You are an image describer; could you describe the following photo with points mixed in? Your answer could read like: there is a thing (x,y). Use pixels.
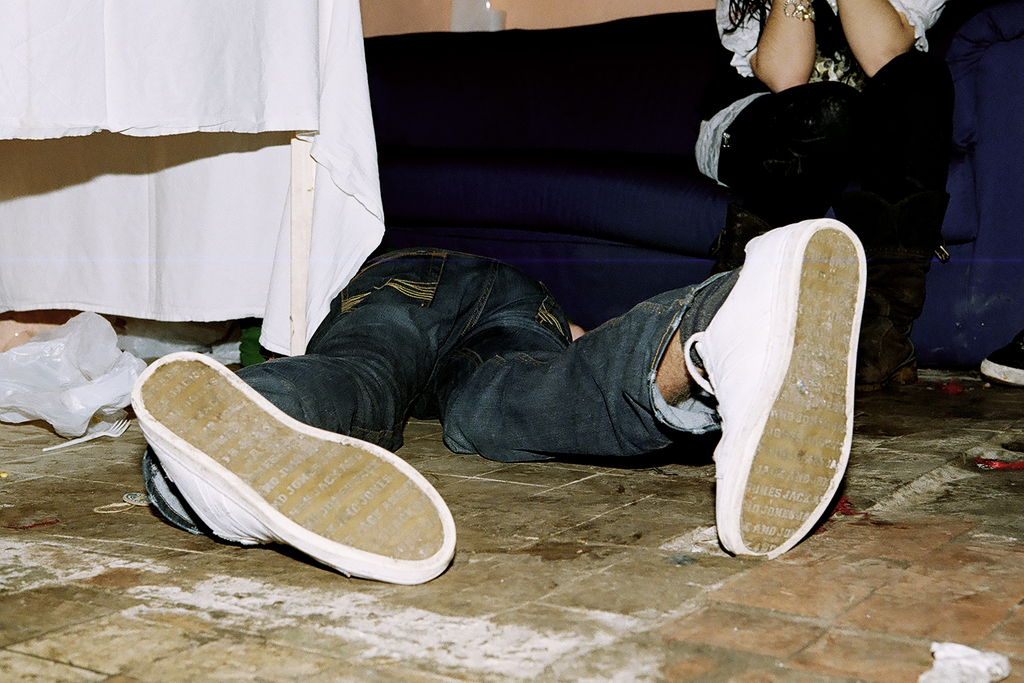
On the left (242,175) there are table (156,173), cloth (118,183), cover (84,427) and a fork (79,439). In the center of the picture (404,344) there is a person (365,385) lying. On the right (855,118) there is a woman (829,137) sitting on the couch (567,143).
